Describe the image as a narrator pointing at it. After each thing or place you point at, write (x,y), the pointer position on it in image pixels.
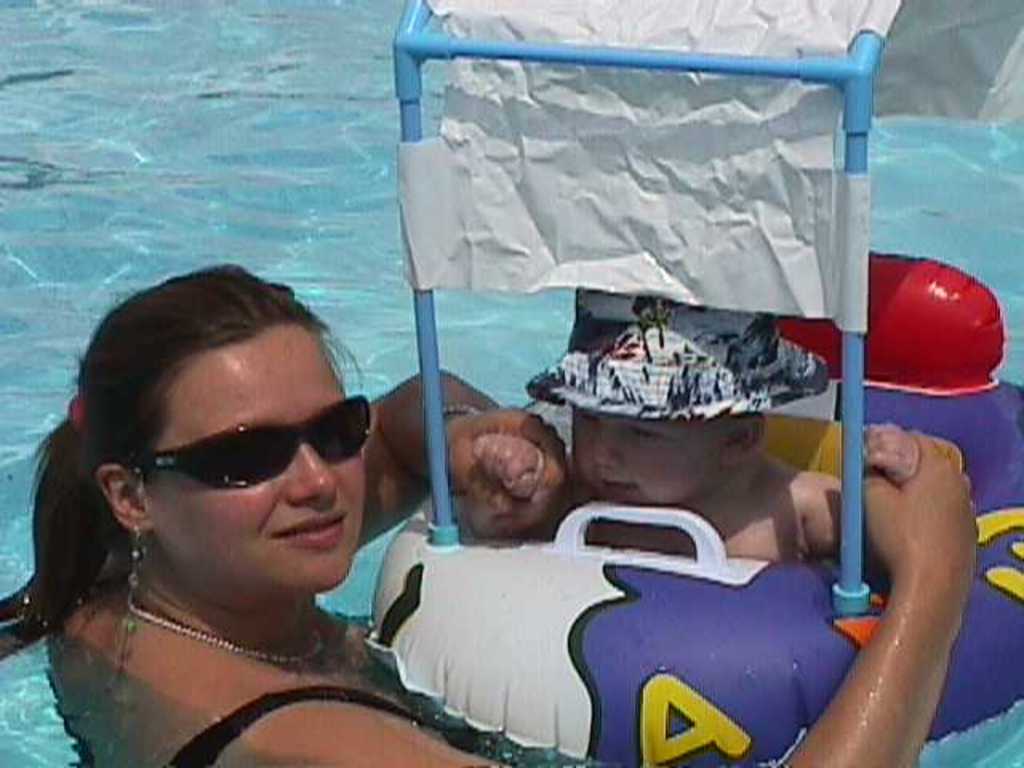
In this image I see the water (388,119) and I see a woman (178,458) over here who is wearing black color shades (241,439) and I see that she is holding a baby (637,460) in her hands (919,479) and I see a tube (543,632) over here which is colorful and on the tube (402,559) I see the poles (855,50) and on the poles (613,57) I see the white color paper (716,116).
